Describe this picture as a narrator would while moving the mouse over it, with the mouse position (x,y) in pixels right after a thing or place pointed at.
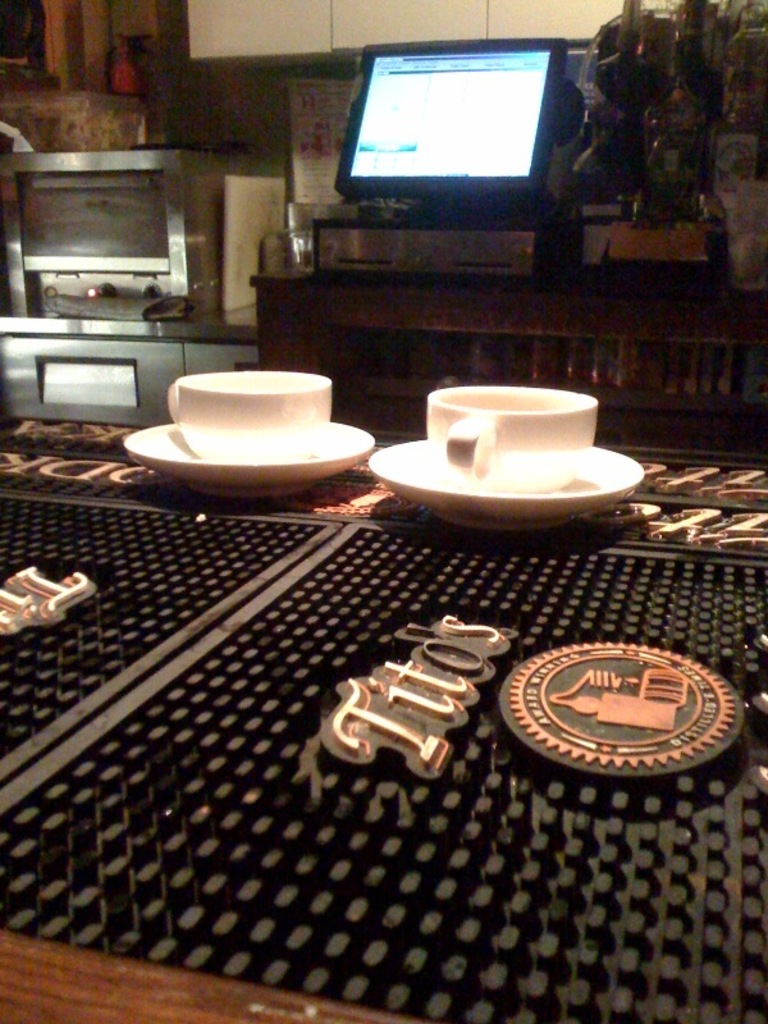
Here we can see a couple of cups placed on a table (373,471) and at the left side (62,235) we can see a microwave Oven (50,242) and here we can see a monitor screen (509,167).
